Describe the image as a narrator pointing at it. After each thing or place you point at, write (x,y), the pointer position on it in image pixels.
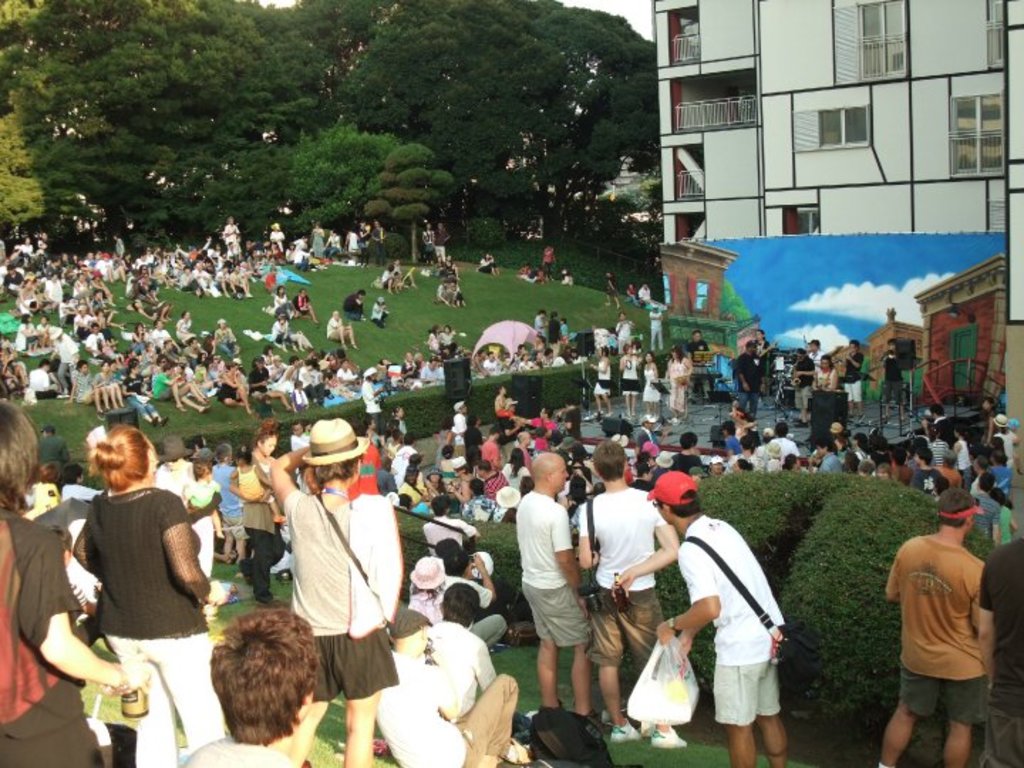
In this picture we can see some people (698,559) are standing, some people (343,365) are sitting on the grass (381,343), some people (652,375) are standing on stage (715,408), speakers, plants (864,568), banner (743,304), trees (602,167), building (829,184) with windows (857,25) and some objects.
